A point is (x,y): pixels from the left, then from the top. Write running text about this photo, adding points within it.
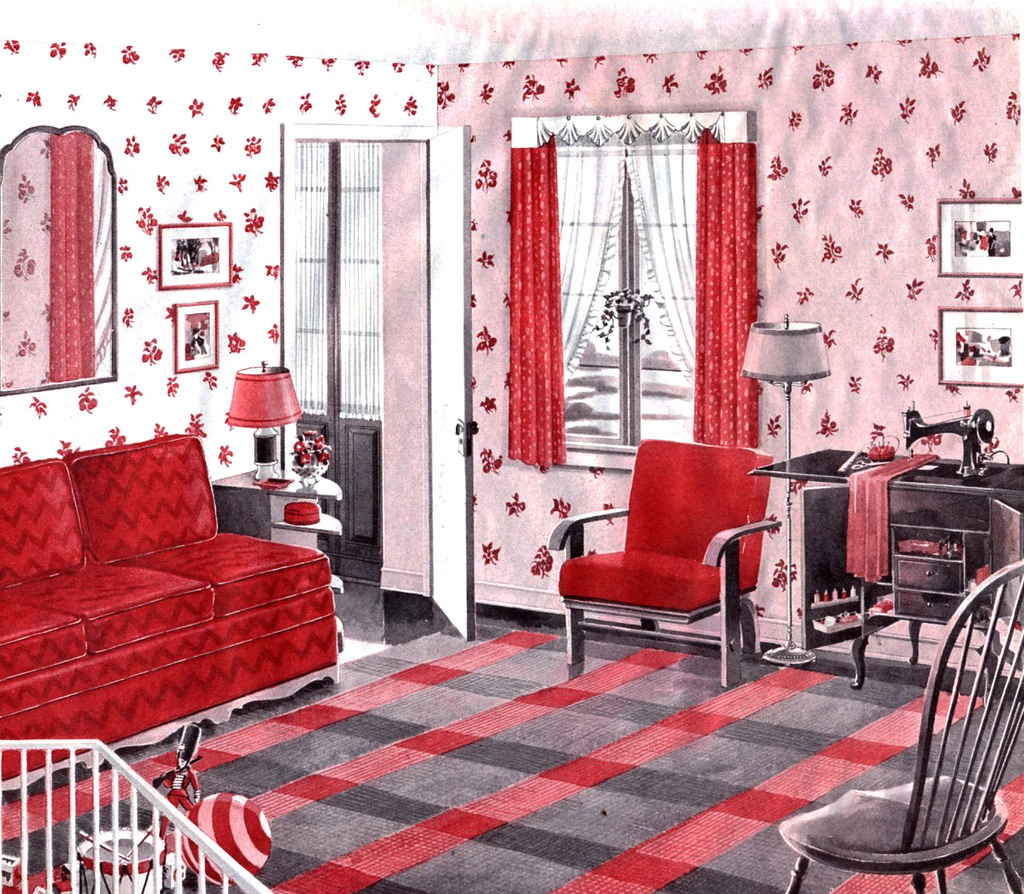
This picture seems to be an edited image. In the foreground (227,836) we can see the metal rods (208,848) and there are some objects (224,822) placed on the ground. On the right (976,806) we can see the chairs (959,829) and cabinet (890,508) on the top of which a sewing machine (985,426) and a cloth (867,505) and some item (890,448) is placed, we can see there are some items (906,547) in the cabinet (926,578) and there is a lamp (783,345) placed on the ground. On the left (134,496) we can see red color couch (178,532) and a lamp (274,432) and some other items (279,478) are placed on the wooden cabinet (259,499). In the background (110,198) we can see the wall mounted mirror (105,179) and we can see the window (618,345), curtains (540,281), picture frames (975,242) hanging on the wall (867,330) and we can see the door (352,253) and we can see the wallpapers (420,74) on the wall (828,347), the ground (470,649) is covered with the floor mat (507,768).
